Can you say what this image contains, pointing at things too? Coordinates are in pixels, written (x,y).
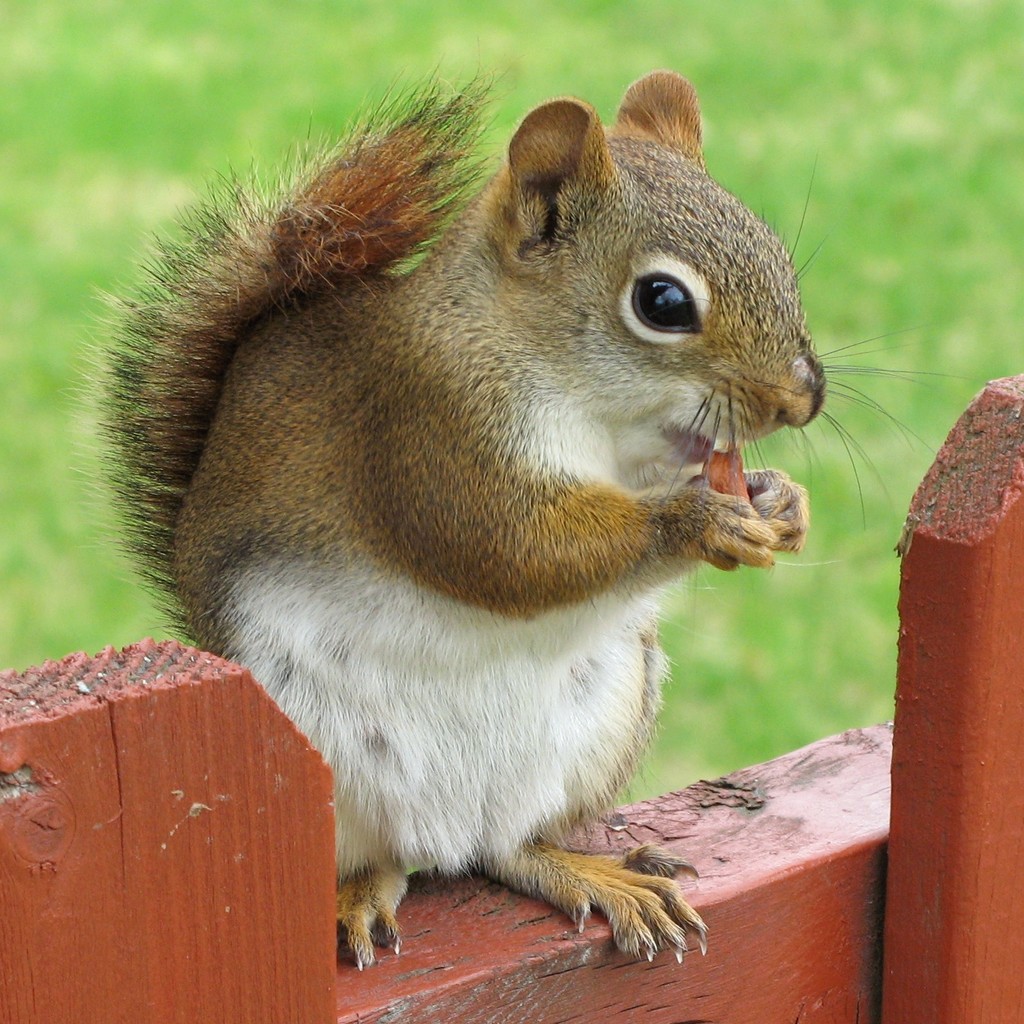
This picture is clicked outside. In the center (388,434) we can see the squirrel (401,502) standing on an object (472,903), holding something and seems to be eating. In the background (80,184) we can see the green grass (996,310).
